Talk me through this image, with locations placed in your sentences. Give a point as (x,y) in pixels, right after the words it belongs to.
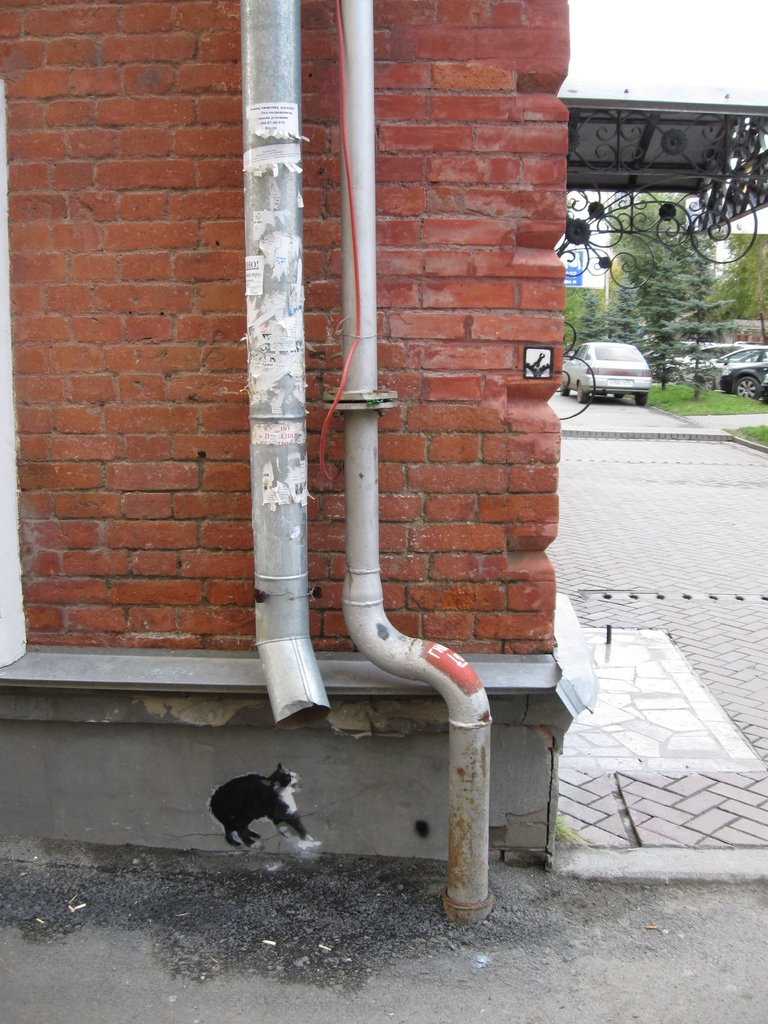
In this image there is a building (196,383) with red bricks (228,350), and there are a few pipes (302,708) hanging on the wall (219,231). On the right side of the image (751,357) there are a few vehicles (612,372) parked and there are trees (710,284), there is a board (582,260) with some text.
